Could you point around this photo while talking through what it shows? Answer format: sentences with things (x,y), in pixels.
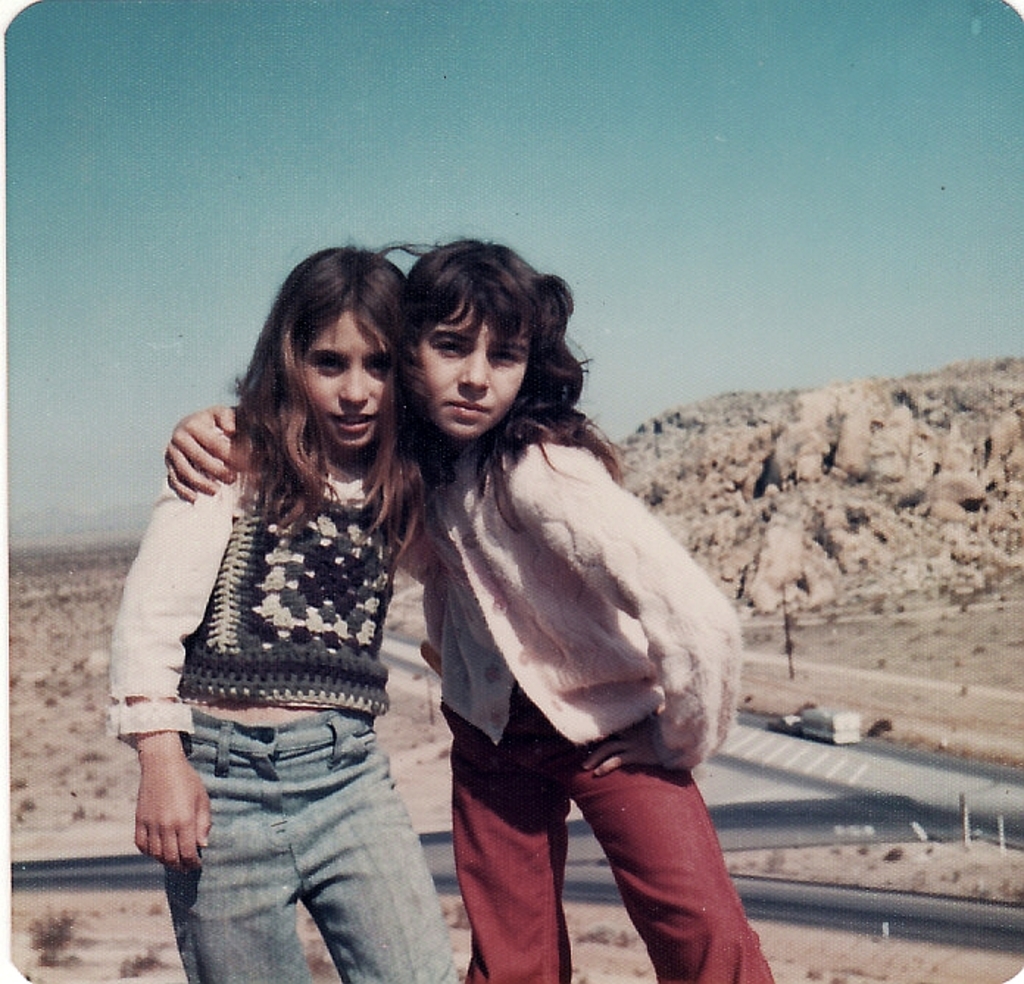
In this image we can see two children (684,621) standing. On the backside (835,730) we can see a vehicle (855,734) on the road (908,808), the hills (996,538), some plants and the sky (380,228) which looks clear.
